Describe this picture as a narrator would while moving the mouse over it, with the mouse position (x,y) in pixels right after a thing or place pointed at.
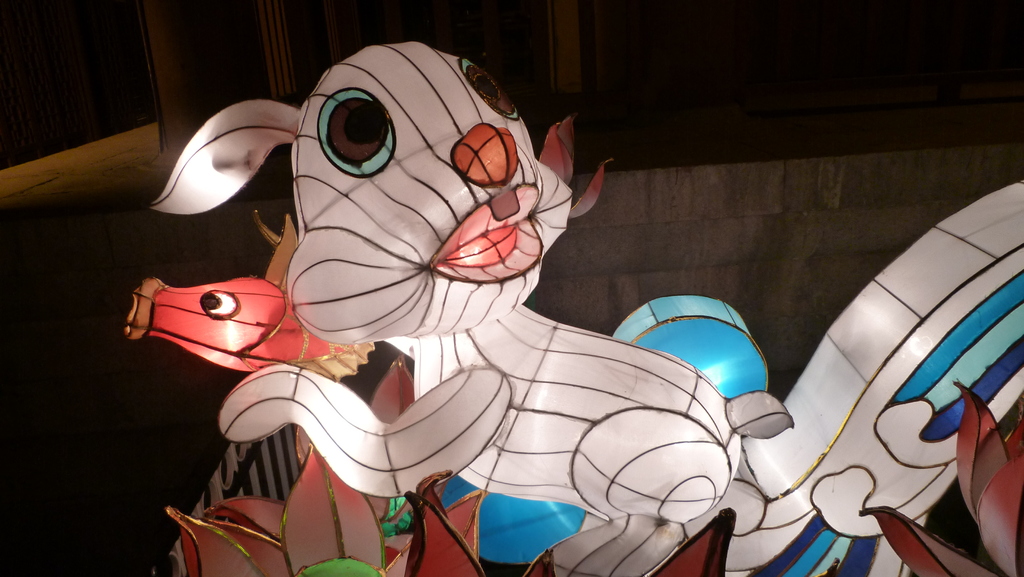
In this image there are some toys (701,405), and in the background (753,194) there is wall (829,217) and some doors (293,49).
